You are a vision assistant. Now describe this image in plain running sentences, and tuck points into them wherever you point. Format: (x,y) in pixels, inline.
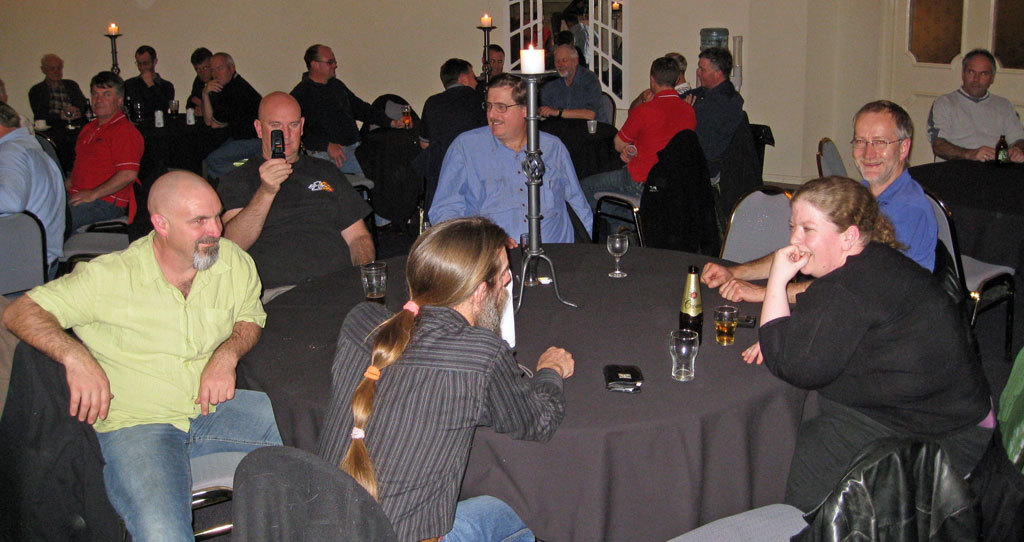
In this image we can see many people (203,268) sitting on chairs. There are tables (555,322). On the tables (537,330) there are bottles (701,297), glasses (618,269) and candle stands (535,235) with candle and flame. In the back (607,8) there are doors (601,21). Also there is wall (214,24).
